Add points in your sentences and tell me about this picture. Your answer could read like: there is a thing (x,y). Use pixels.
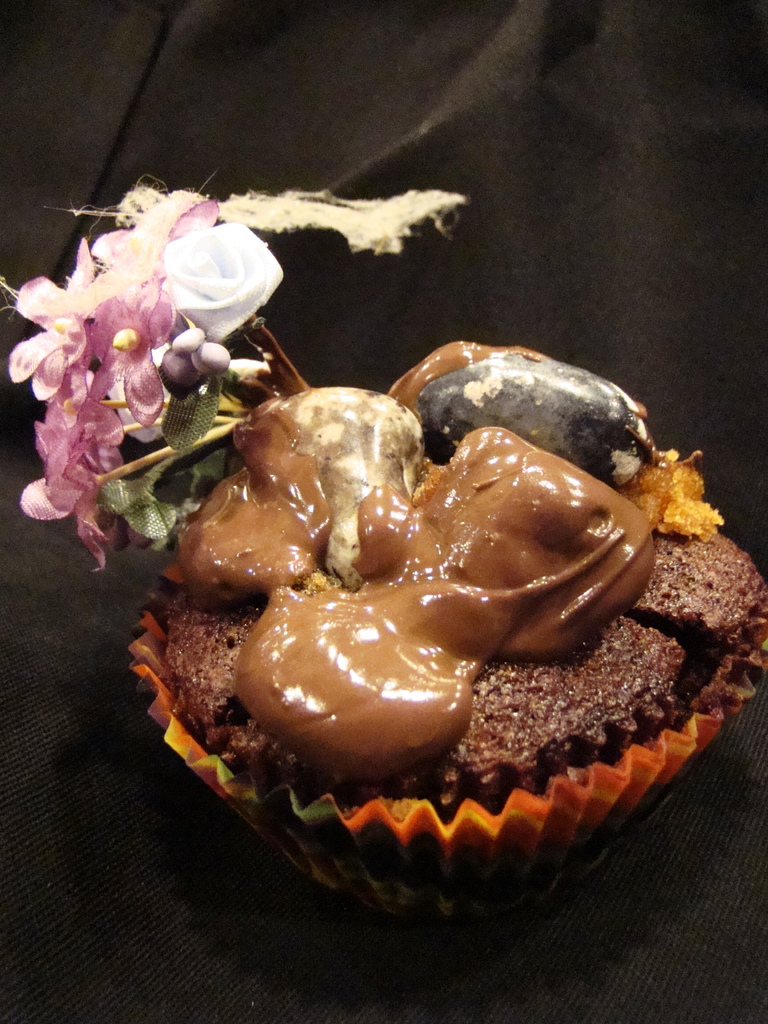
In this image, we can see an object (653,769) kept on the black surface (146,594).
